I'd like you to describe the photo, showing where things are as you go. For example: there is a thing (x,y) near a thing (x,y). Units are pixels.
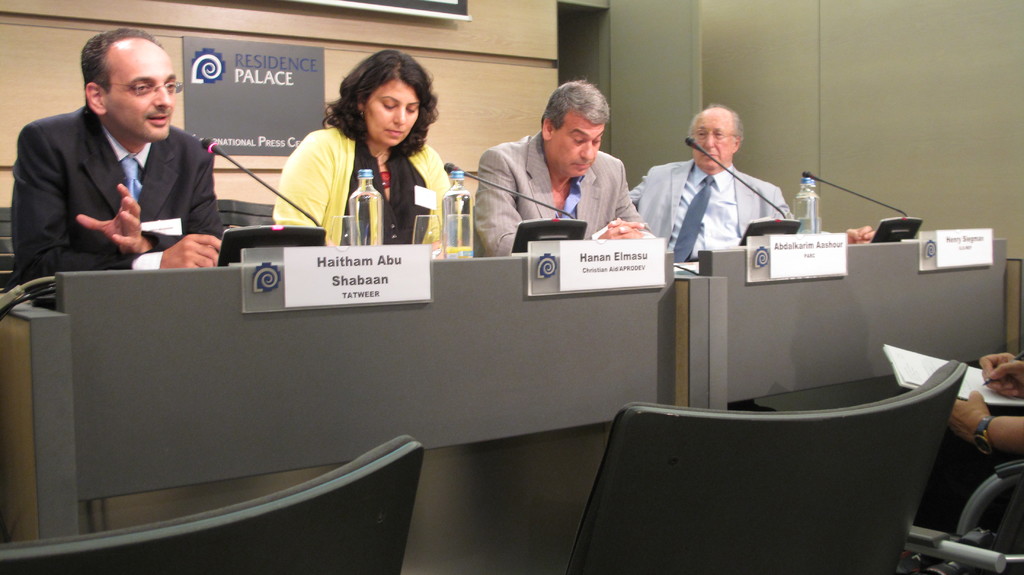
As we can see in the image there are few persons (398,177) sitting on chairs (922,402). There are microphones (558,213), bottles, posters (635,250) and wall (884,82). The person (1011,366) sitting on the right side (968,376) is holding book (981,377).
